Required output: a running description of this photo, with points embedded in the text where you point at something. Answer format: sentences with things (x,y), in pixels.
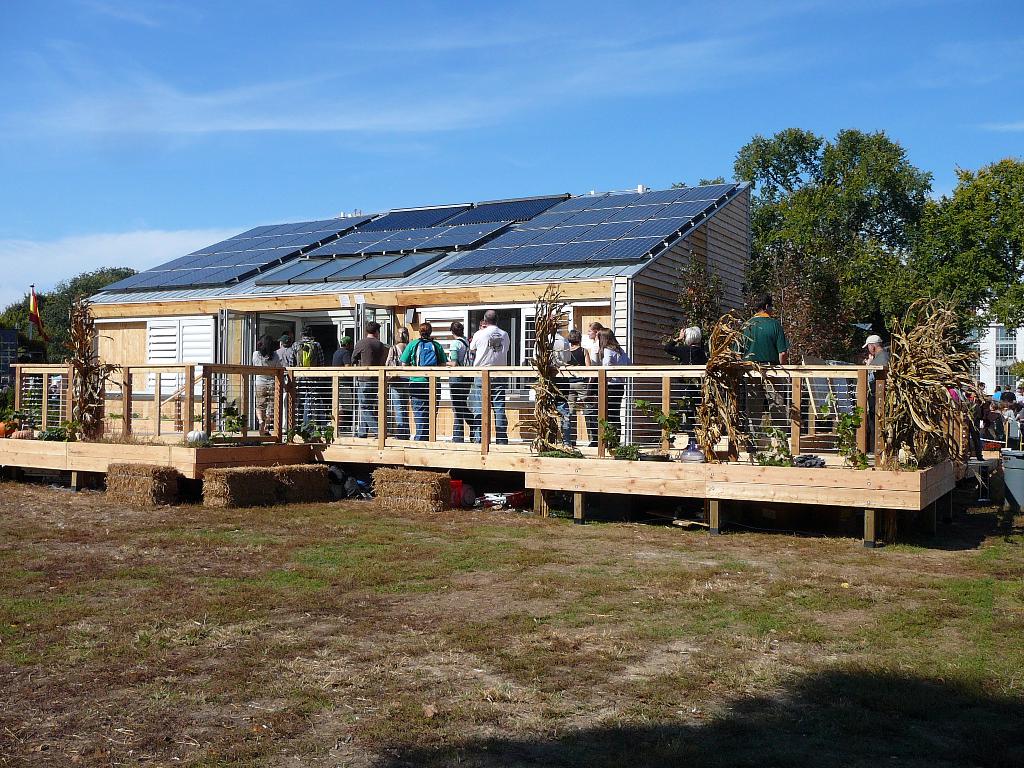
At the bottom (678,547) there is grass (333,663). In the middle of the picture (387,269) there are trees (977,257), people (382,358), dry grass (229,496), railing (300,407), solar panels (355,271), buildings (148,328) and other objects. At the top (467,83) it is sky (677,94).
